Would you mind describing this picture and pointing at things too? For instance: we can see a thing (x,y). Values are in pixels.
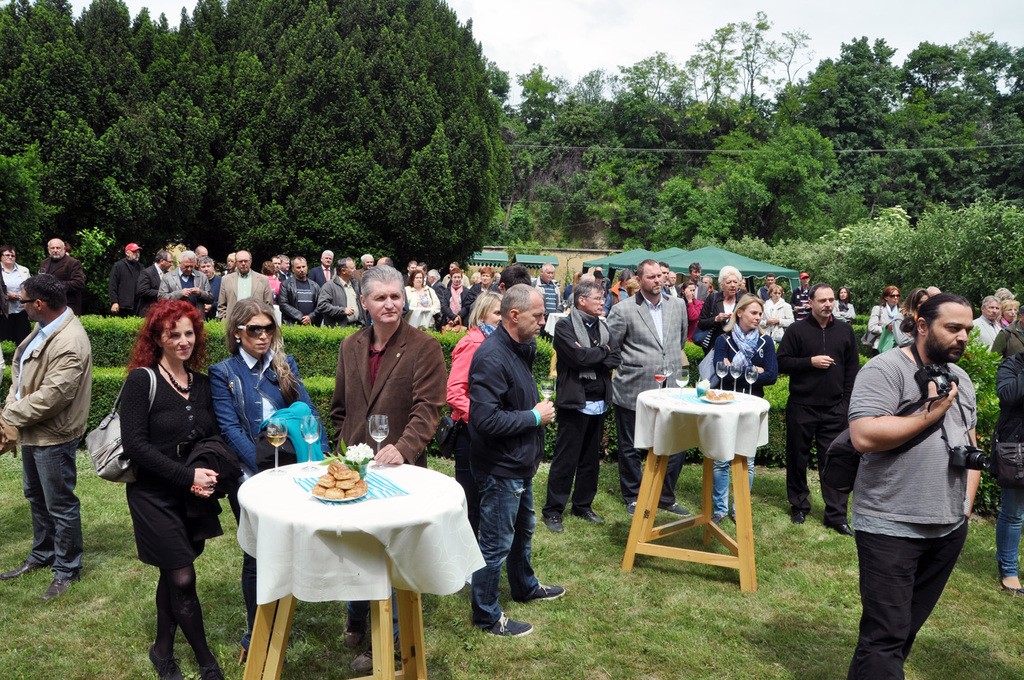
This image is clicked in a garden (699,625). There are many people (893,552) in this image. In the front (374,553), there is a table (385,583) on which there is white cloth (357,518). In the background (230,148), there are many trees (512,209) and tents (718,249). At the top (585,40), there is sky (600,47). At the bottom (621,640), there is green grass (613,621).
